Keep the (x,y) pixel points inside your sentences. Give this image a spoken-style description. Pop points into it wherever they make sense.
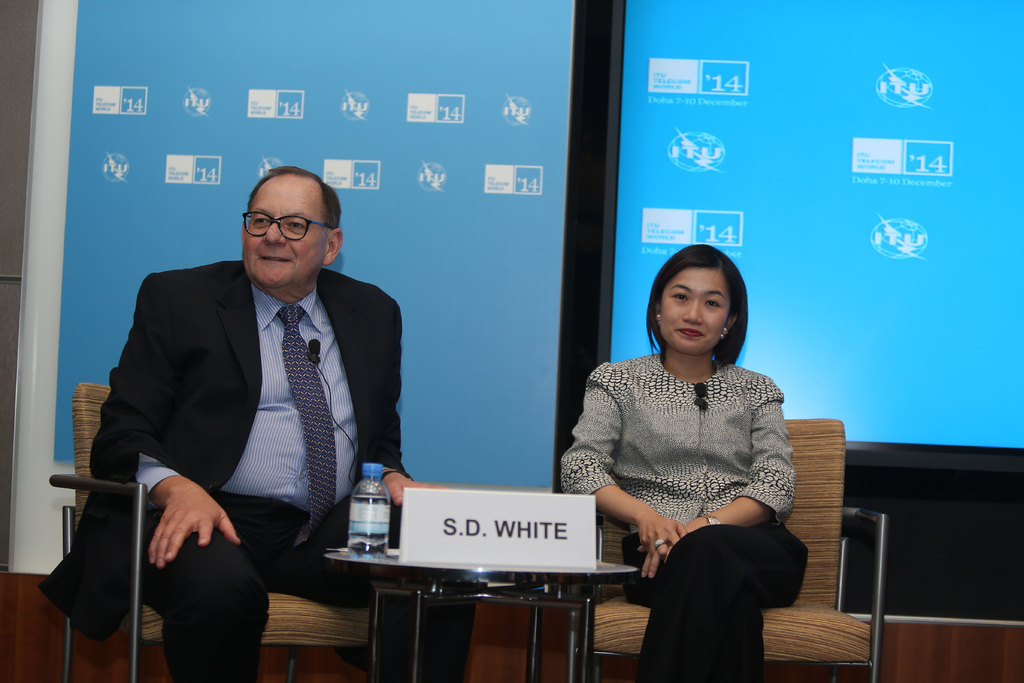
In this picture we can see one man (227,563) sitting on the chair (142,514) and beside one woman (709,496) is sitting on the chair (816,578) in front of them there is a table (373,564) on the table (486,566) we have water bottle (375,542) and one board (486,543) back side we can see a display (806,230).
